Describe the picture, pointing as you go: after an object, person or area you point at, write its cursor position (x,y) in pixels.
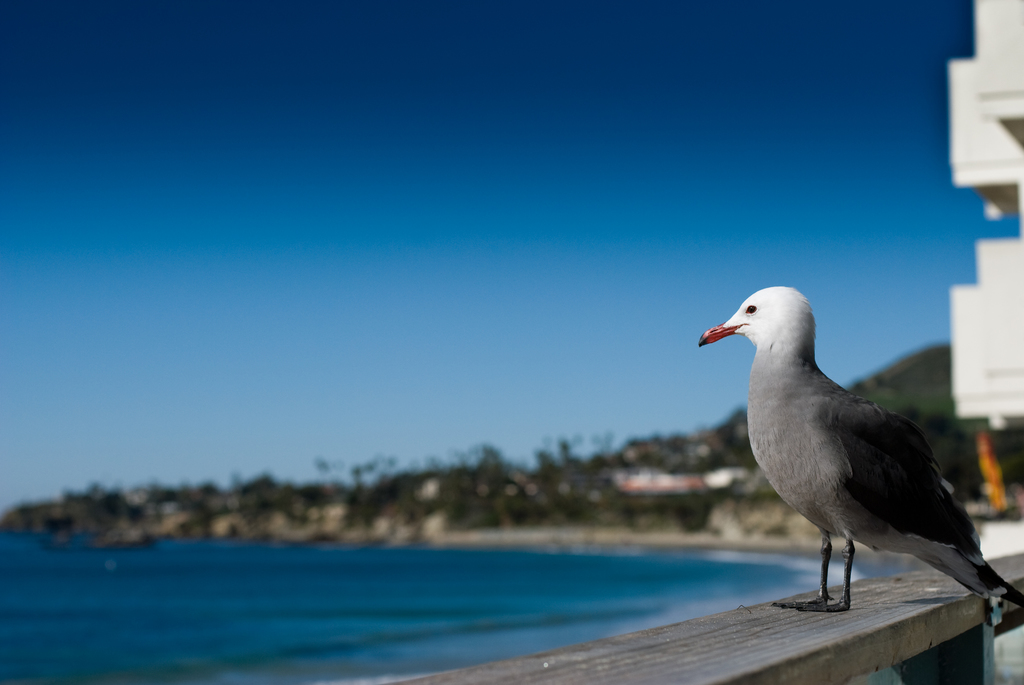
In this picture I can see there is a bird (978,593) sitting on the wall (822,638) and there is a building (981,374) here on the right (1005,387). On to left (331,613) there is a ocean (472,548) and there is a mountain (213,521), trees (641,460) and the sky (344,241) is clear.
